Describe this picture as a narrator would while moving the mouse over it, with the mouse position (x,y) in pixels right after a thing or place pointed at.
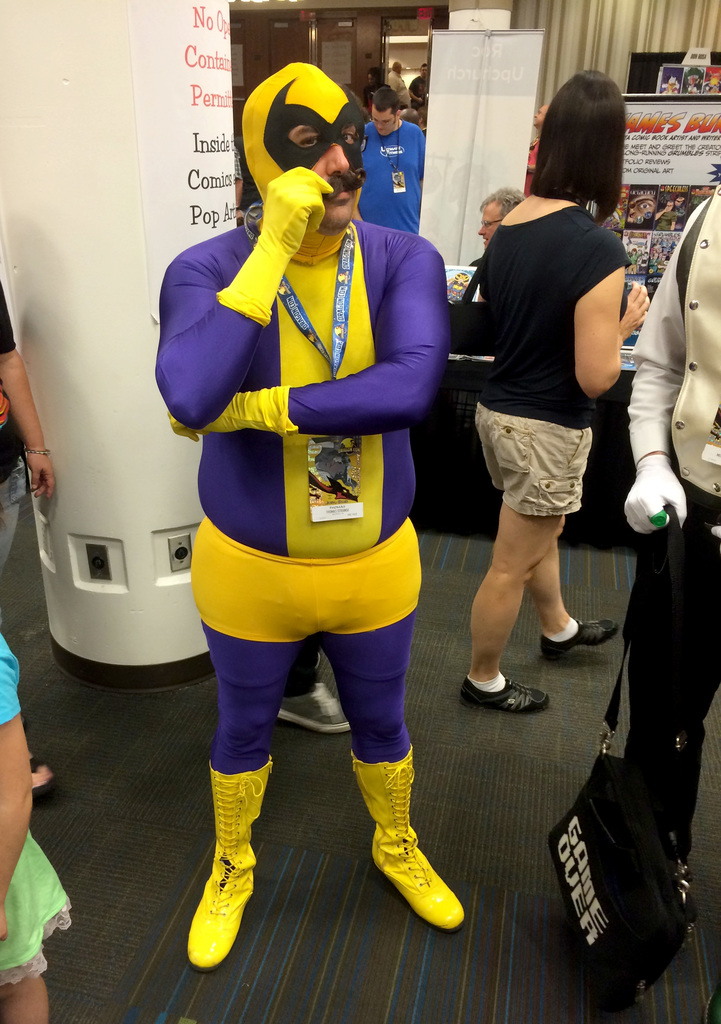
In the center of the image (283,569) we can see a man (247,489) wearing a costume (252,643) and standing on the floor (330,919). Image also consists of a few people (528,406). In the background (107,284) we can see the banner (480,100), frames (680,79), pillar (114,469) and there is a paper (218,115) with text (200,66) attached to the pillar (135,521). We can also see the curtain (573,28).
